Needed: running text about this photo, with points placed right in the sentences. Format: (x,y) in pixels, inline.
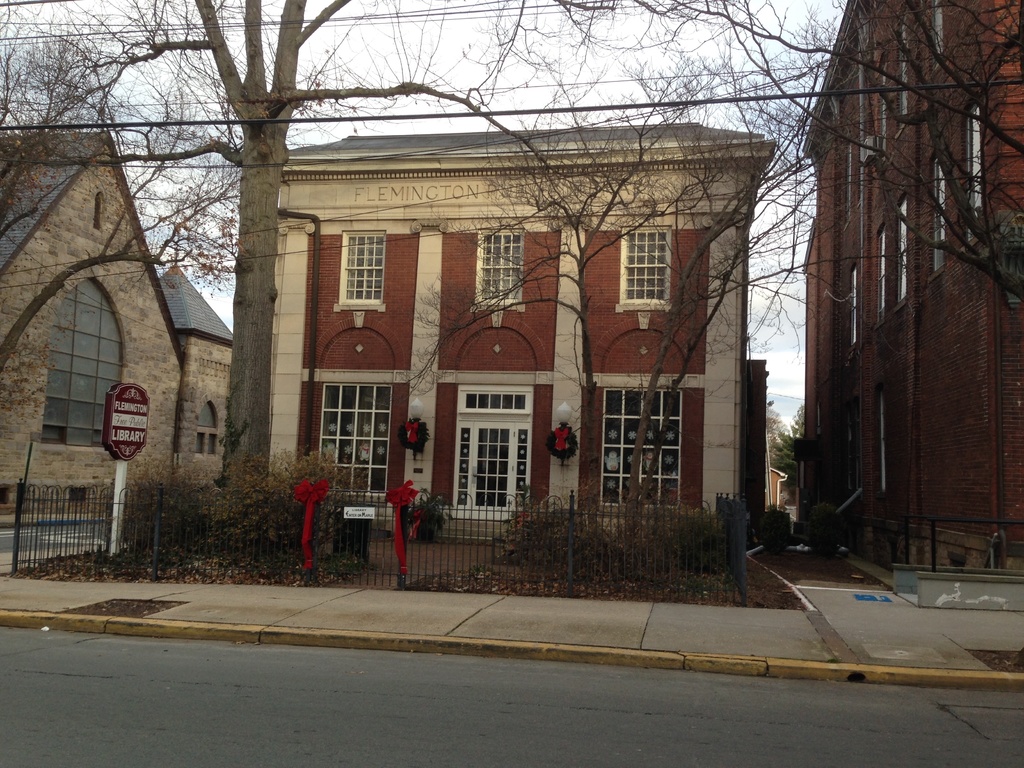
In this picture we can see buildings (349,405) in the background (309,400), there are trees (562,209), some plants (332,507), fencing (418,530) and a board (111,439) present in the middle (359,489), at the bottom (212,578) there are some leaves (200,574), we can see the sky (424,44) and wires (398,17) at the top of the picture (443,78).
